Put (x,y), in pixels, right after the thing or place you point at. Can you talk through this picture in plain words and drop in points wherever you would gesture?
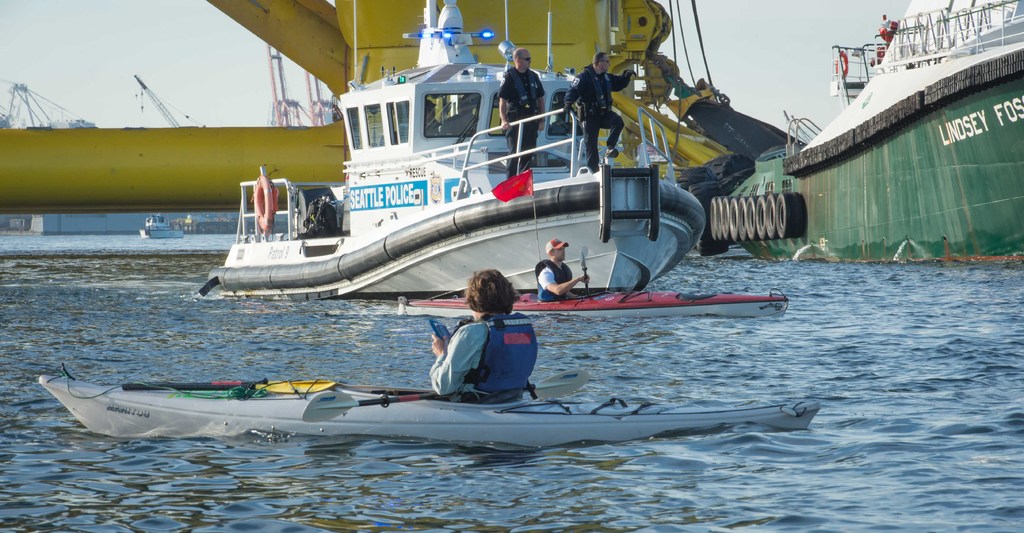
In this image I can see few people (502,312) in the boats (442,423) and ships (331,237). They are on the water surface (471,461). I can see the red color flag (512,183) and tube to the ship (422,174) and I can see few objects (231,188) and the sky (751,67).
